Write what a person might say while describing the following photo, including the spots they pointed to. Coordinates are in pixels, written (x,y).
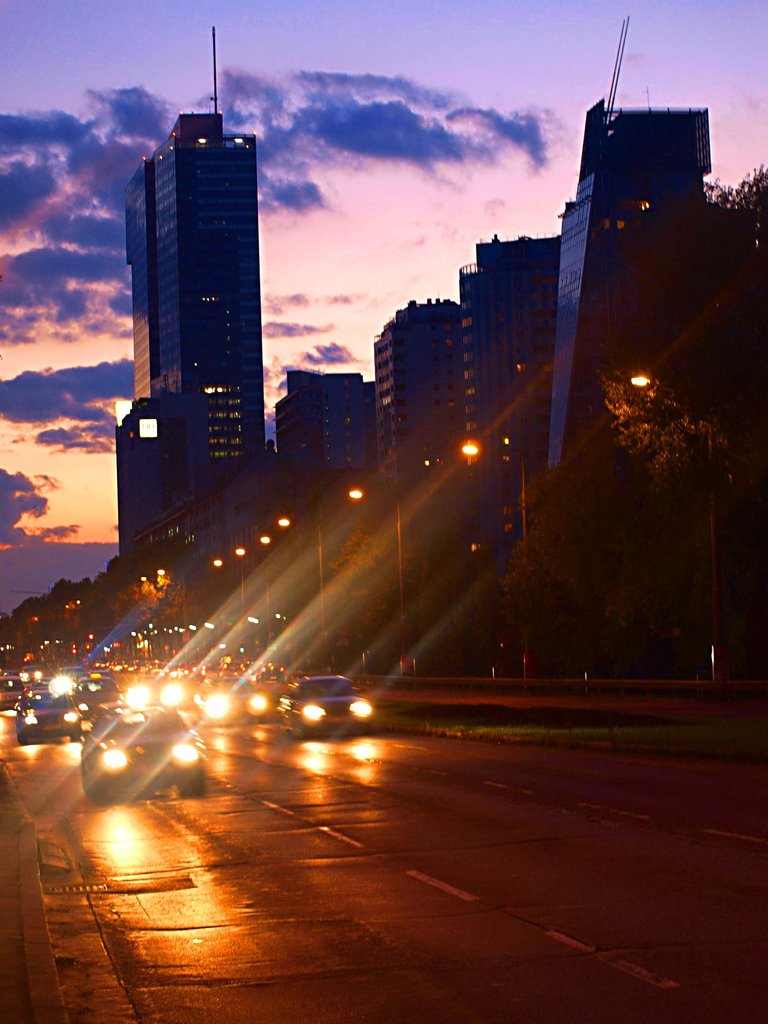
In this picture we can see some vehicles (182,712) on the road (218,747) and on the right side of the vehicles (350,690) there are poles (714,552) with lights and buildings (485,469). Behind the buildings (527,360) there is a cloudy sky (461,170).
